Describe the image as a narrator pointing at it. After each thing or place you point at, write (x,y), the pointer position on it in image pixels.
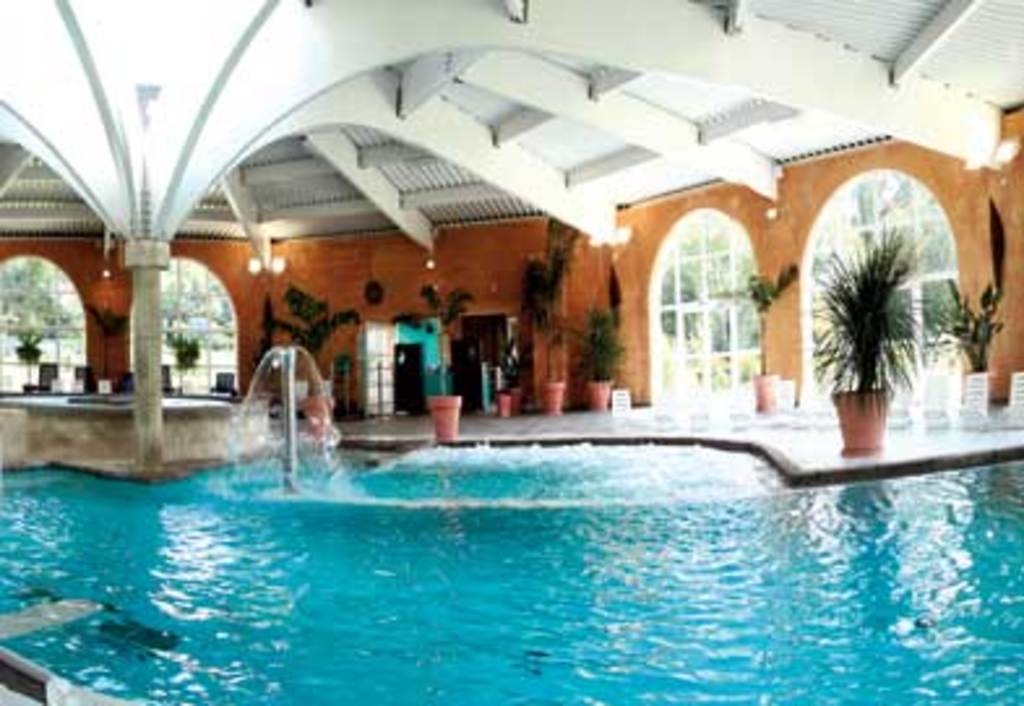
In this picture we can see a swimming pool (344,639). There is a rod (289,450). We can see some house plants (32,345). There are a few lights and arches (746,242) are seen on the wall (249,303). We can see a few trees (219,310) in the background (27,307).
